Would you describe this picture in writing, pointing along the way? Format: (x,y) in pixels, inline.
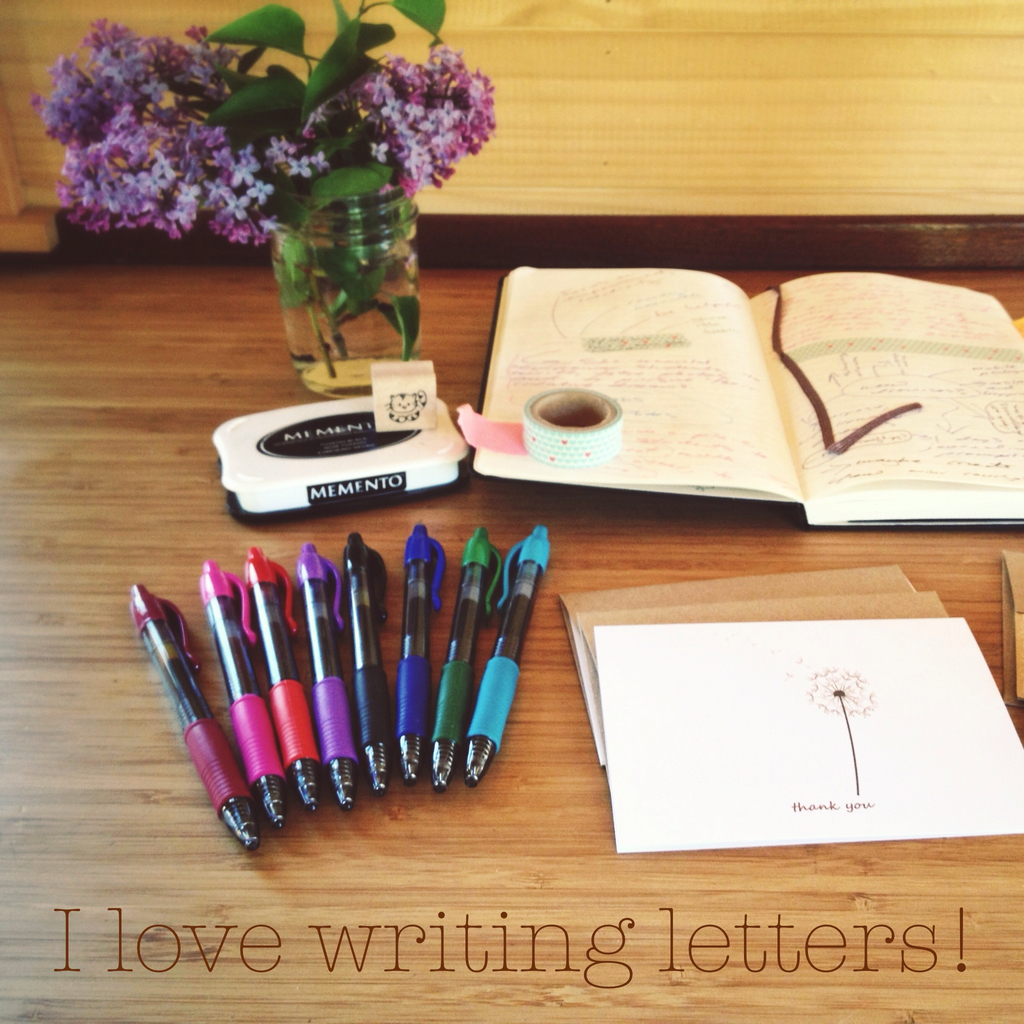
In this image I can see few multi color pens (357,594), papers (724,749), a book (610,272) and a flower pot (276,93) on the table (120,565) and the table (89,707) is in brown color and the flowers (150,122) are in purple color.
